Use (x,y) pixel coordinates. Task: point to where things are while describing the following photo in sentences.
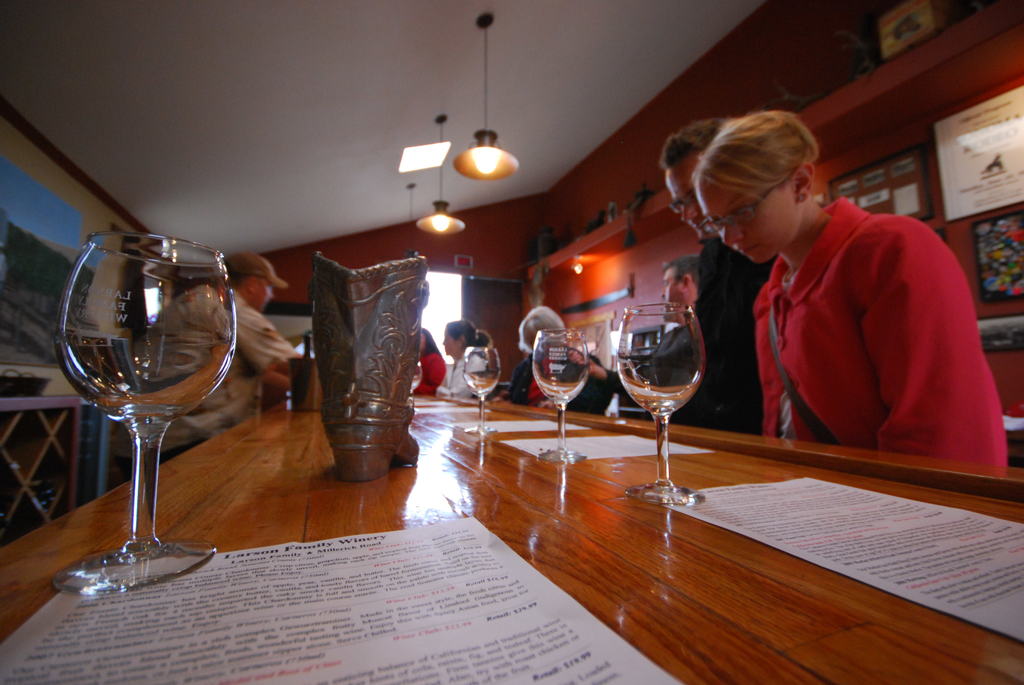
This picture is taken in a restaurant (141,130). In the center (470,448) there is a table (272,538), on the table (647,510) there are glasses (622,347) and papers (627,453). Towards the right (829,350) there are two persons (892,251), one man (698,407) and one woman (760,321). Woman (785,250) is wearing red and man (751,284) is wearing black. In the center (671,290) there are group of people (618,385). In the top (487,28) there are two lights (487,15). In the right corner (1023,331) there are some frames (905,168).
